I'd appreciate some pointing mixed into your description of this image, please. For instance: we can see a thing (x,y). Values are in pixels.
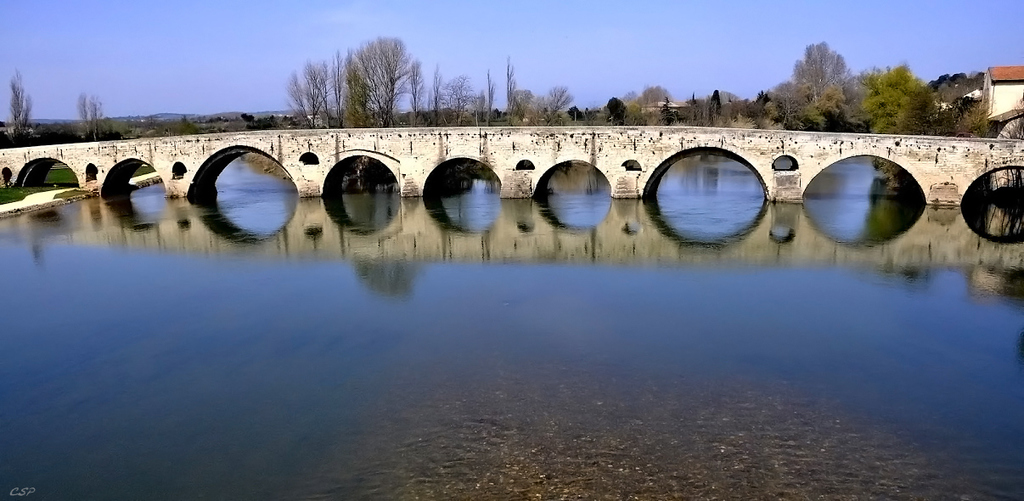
We can see water (882,327), grass (56,190) and bridge (968,180). In the background (352,108) we can see trees (339,91), houses (1006,115) and sky (500,35).
